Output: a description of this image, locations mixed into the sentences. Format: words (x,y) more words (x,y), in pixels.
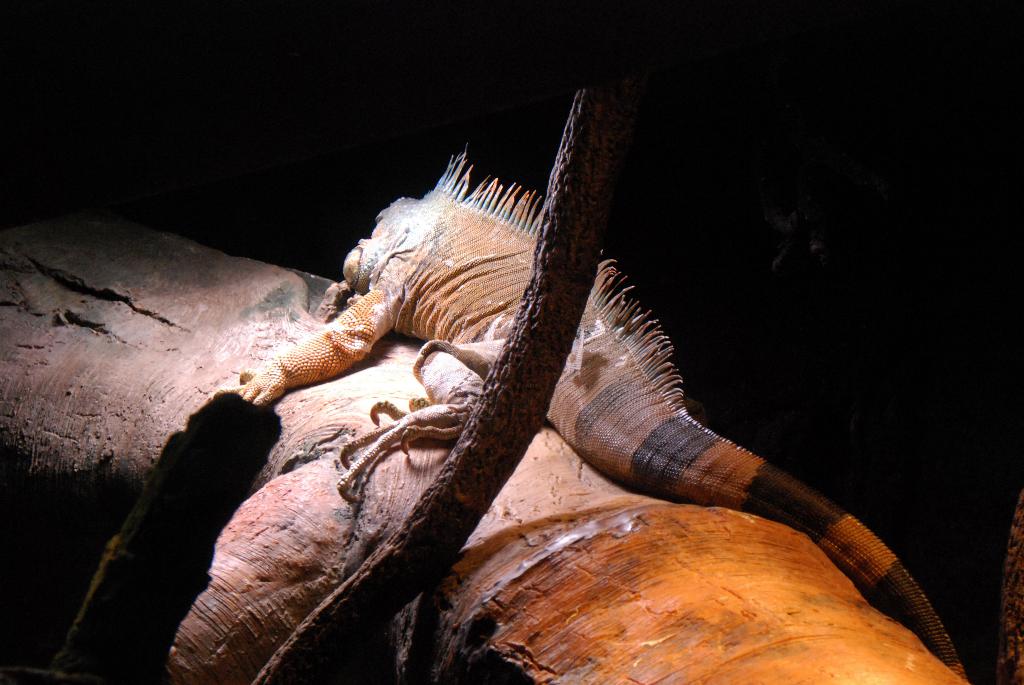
In this picture we can see a reptile (465,395) on an object (550,585). At the bottom of the image (151,607), there are branches (155,572). Behind the reptile (454,322), there is a dark background (348,62).
